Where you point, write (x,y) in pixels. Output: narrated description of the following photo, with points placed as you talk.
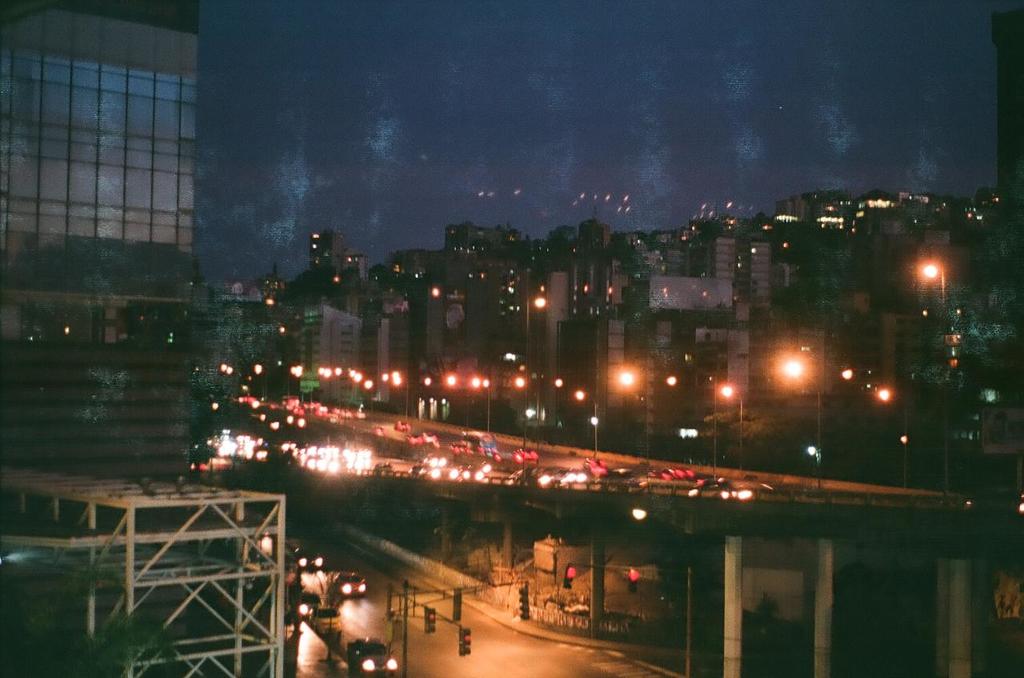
In this image we can see buildings (494,279), light poles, bridge (349,473), vehicles (302,457), pillars (736,543), traffic lights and in the background (404,105) we can see the sky (418,117).
